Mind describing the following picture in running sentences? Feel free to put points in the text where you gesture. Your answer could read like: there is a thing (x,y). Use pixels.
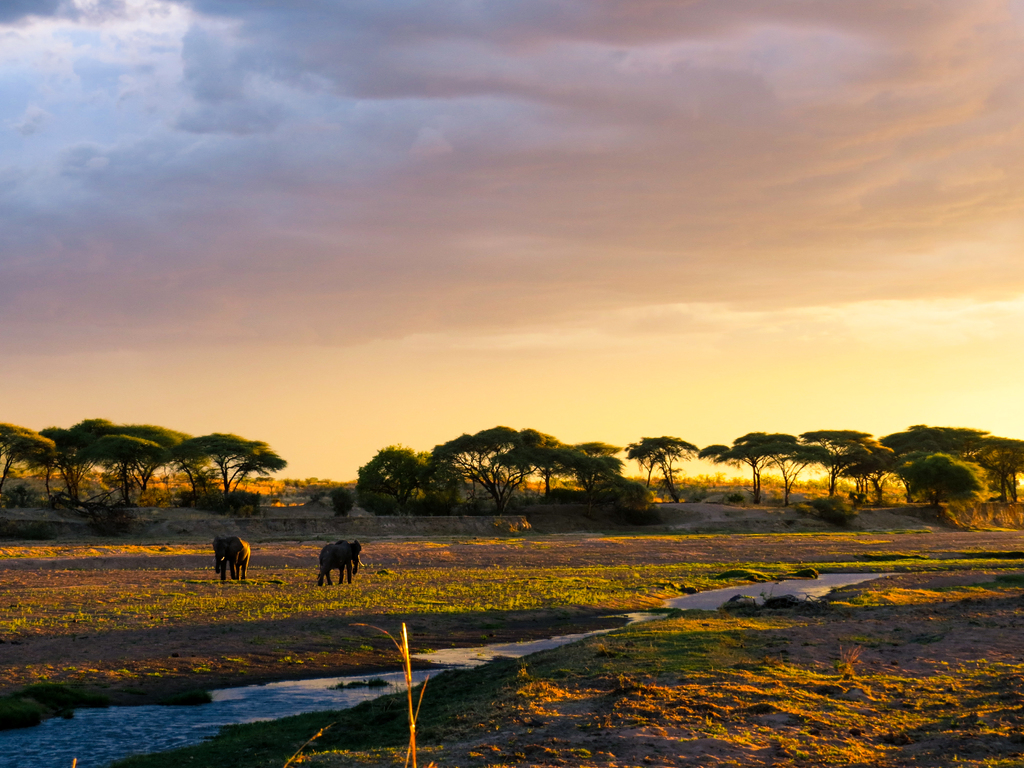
This image is taken during the evening time. In this image we can see two animals (343,558). We can also see the sand (517,740), grass (529,581), water (232,693) and also the trees (518,468). In the background (713,114) we can see the sky (473,172) with the clouds (285,96).
